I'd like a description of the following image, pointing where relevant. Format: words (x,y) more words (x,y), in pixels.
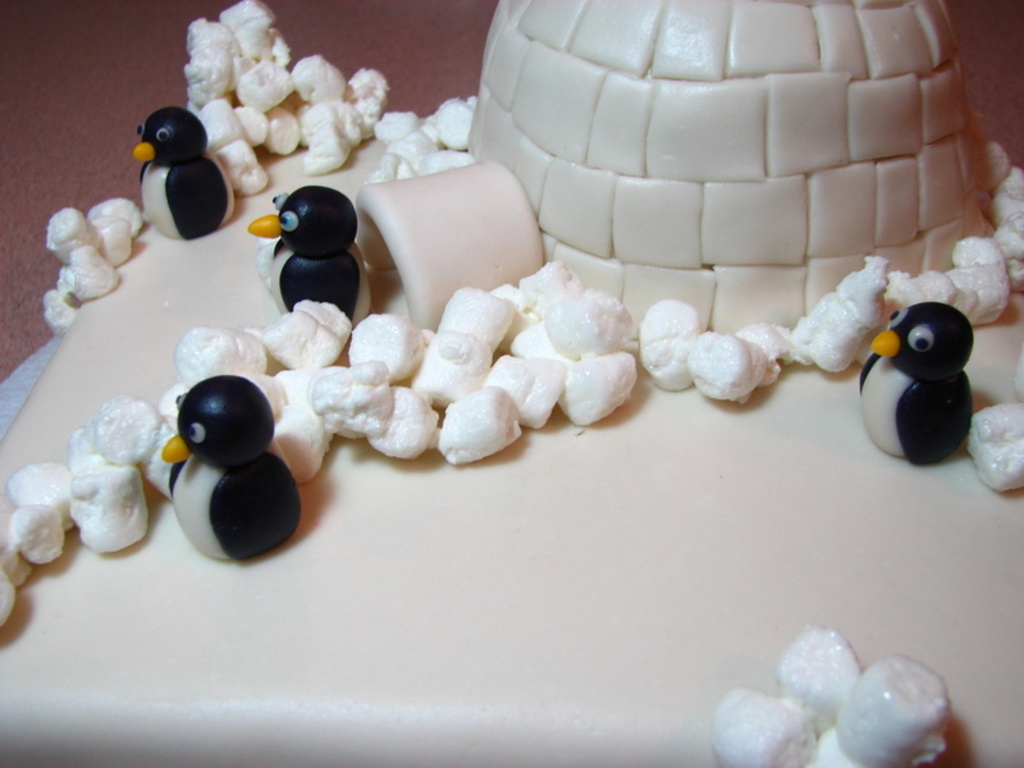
In this image there is a cake (377,472) with penguins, marshmallows (563,316) and igloo (562,186) on it.
